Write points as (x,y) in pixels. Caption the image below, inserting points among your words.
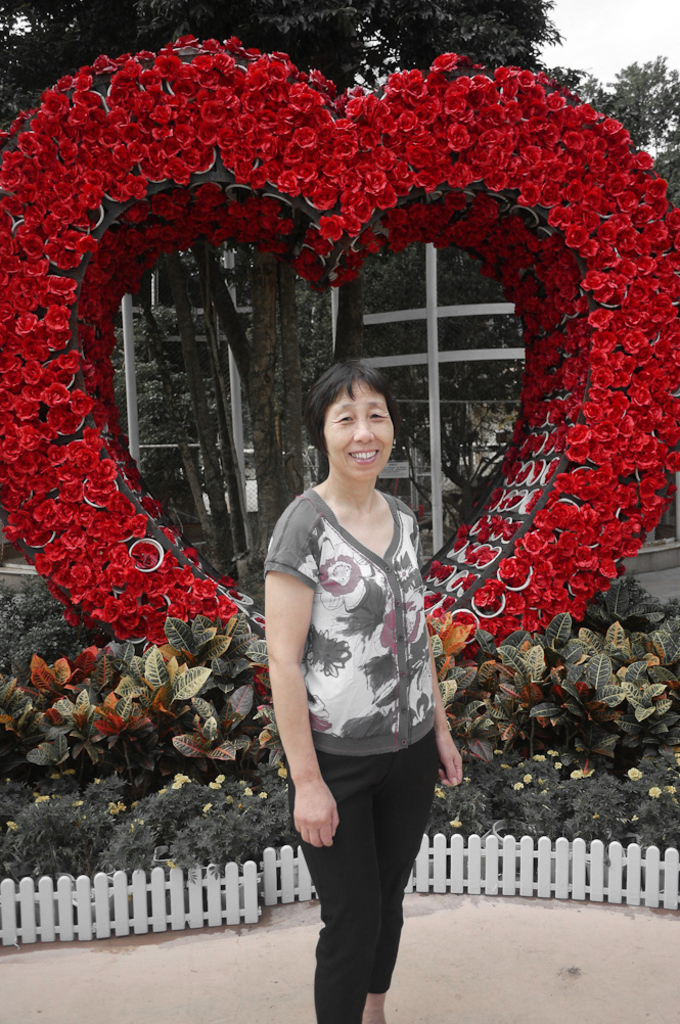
In the center of the image (344,536) we can see a lady (359,623) is standing. In the background of the image (215,661) we can see some bushes (224,814), plants (205,774), flowers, trees (449,475), decor (468,165) are there. At the bottom of the image (211,977) we can see ground (197,964), fencing (239,911) are there. At the top right corner (591,59) sky (611,28) is present.
